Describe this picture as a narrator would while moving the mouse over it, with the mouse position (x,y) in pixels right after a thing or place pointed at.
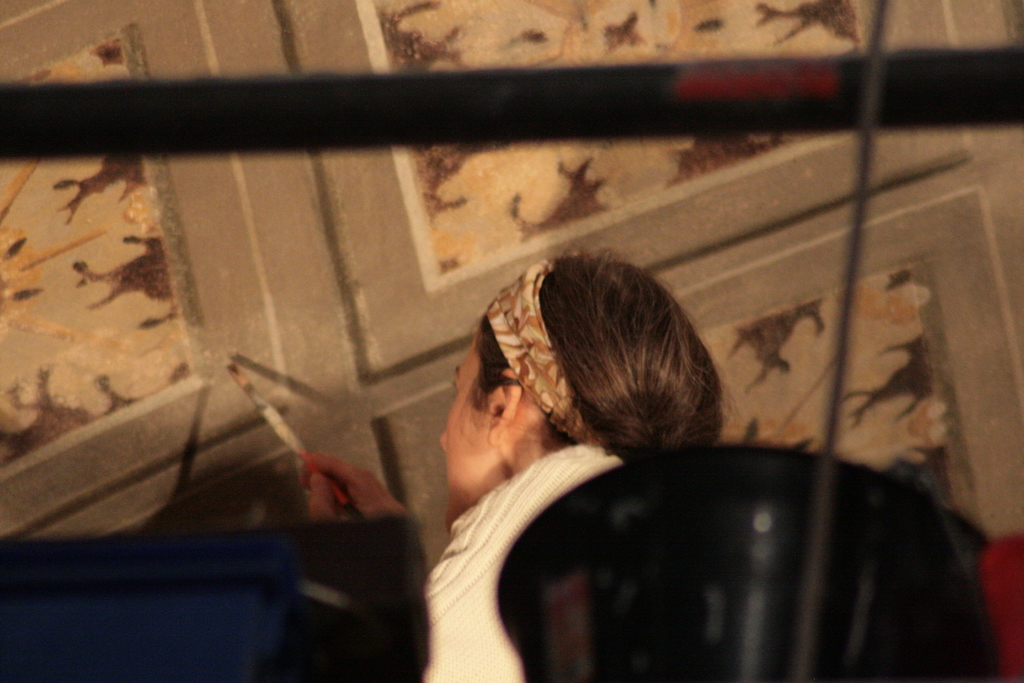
In the center of the image (573,382) a person (331,472) is holding a brush (288,438). In the background of the image (396,226) we can see is a wall (360,364) there. At the bottom of the image (735,547) some objects (572,517) are present.
